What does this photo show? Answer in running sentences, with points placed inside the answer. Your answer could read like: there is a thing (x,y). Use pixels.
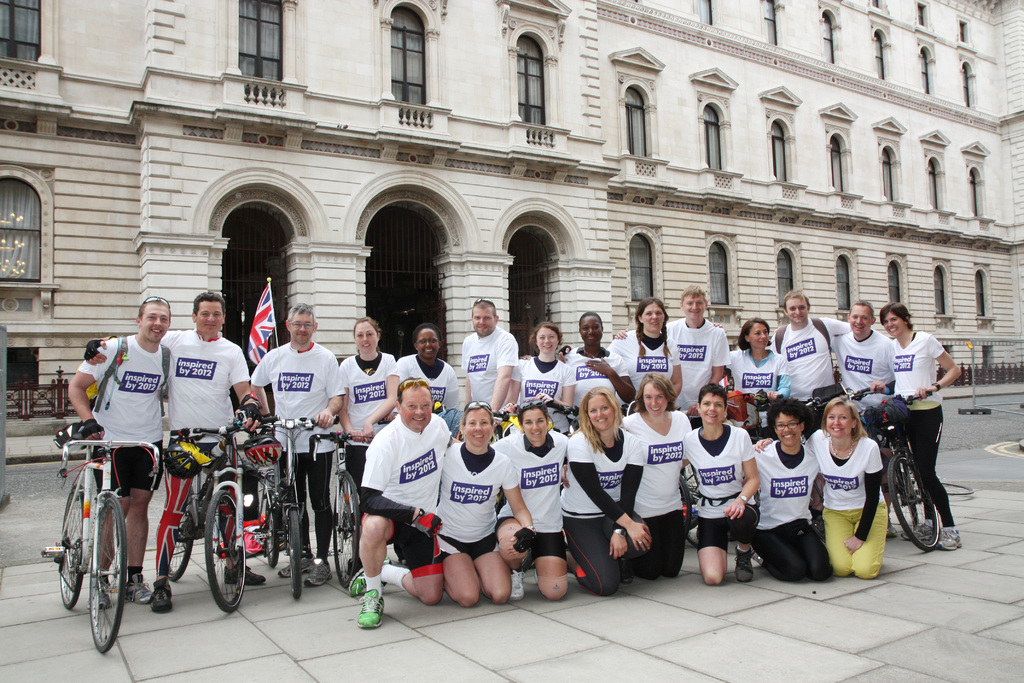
In this picture we can see a group of people (315,392) where some are standing holding their bicycles (295,488) and some are sitting on knees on floor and in background (176,180) we can see building (589,108) with windows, arch (542,222), fence (544,251) and here this people (341,395) are smiling.
